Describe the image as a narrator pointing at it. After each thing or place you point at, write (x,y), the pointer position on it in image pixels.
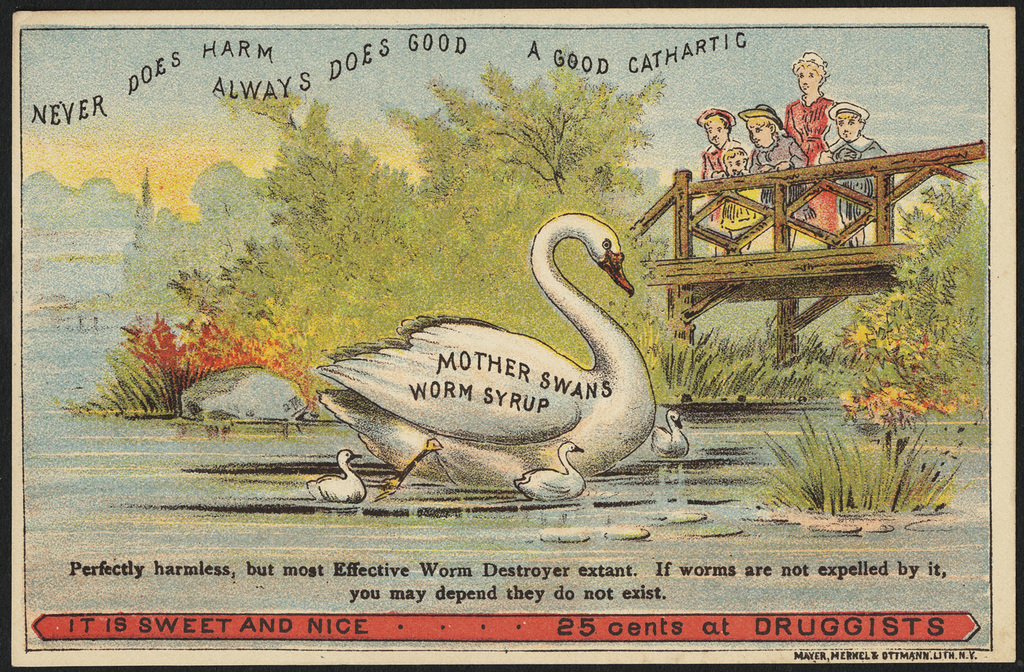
This image is a poster in which there are depiction of persons (845,134) swan (468,388) and there is some text (930,566).
